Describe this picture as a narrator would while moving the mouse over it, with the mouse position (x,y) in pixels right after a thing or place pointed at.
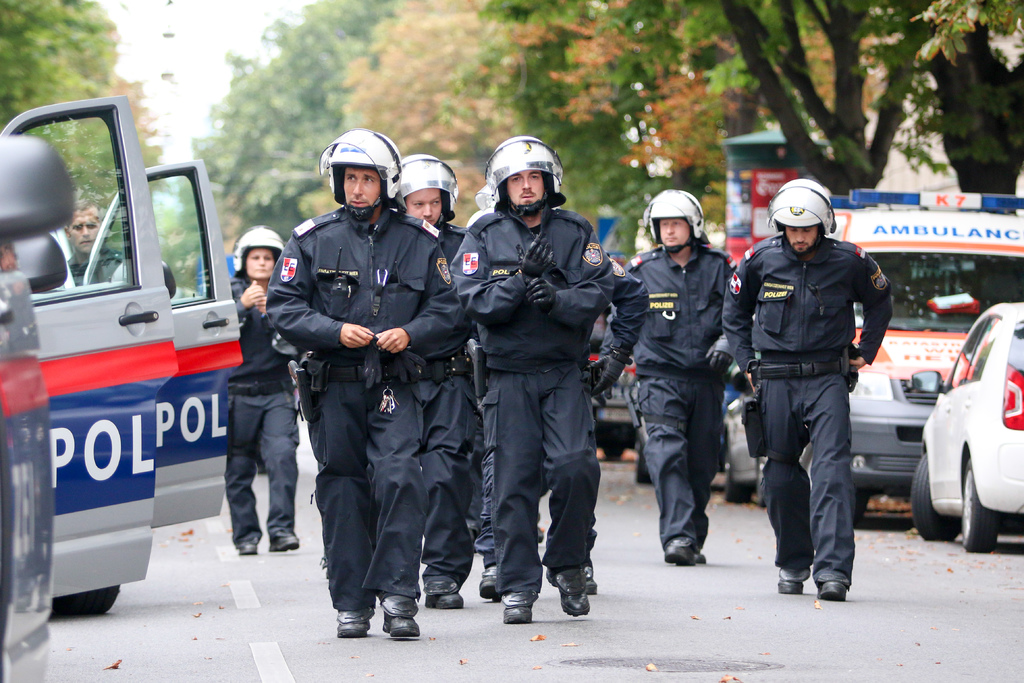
In this image, in the middle (461,357), we can see a group of people (361,404) are walking on the road (489,660). On the left side (23,235), we can see a few cars (231,331) at which its doors (226,352) are opened. On the right side (947,325), we can see few vehicles (950,318) are placed on the road (1005,581). In the background (5,30), we can see some trees (869,62), hoardings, advertising column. At the top (253,22), we can see a sky (180,39), at the bottom (712,593), we can also see a road (169,577).
